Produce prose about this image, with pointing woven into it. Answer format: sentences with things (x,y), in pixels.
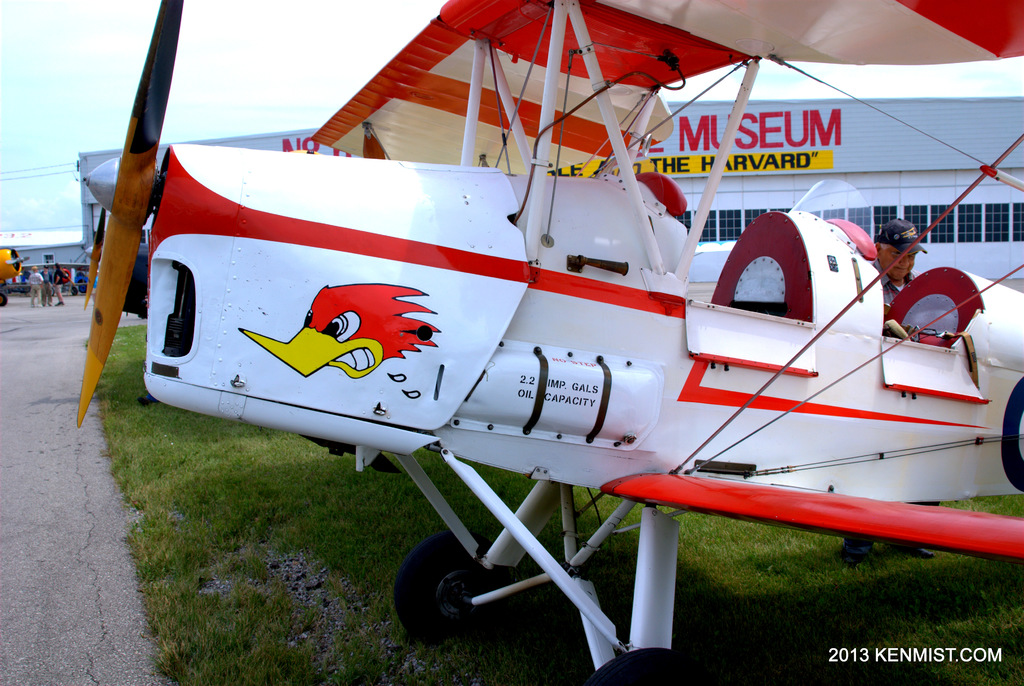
In this picture we can see an aircraft (439,513) on the grass (385,602), some people (58,303) on the road (49,326), building (1018,150) with windows (882,213) and some objects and in the background (168,116) we can see the sky (59,113) and at the bottom right corner (911,663) we can see some text (861,652).
